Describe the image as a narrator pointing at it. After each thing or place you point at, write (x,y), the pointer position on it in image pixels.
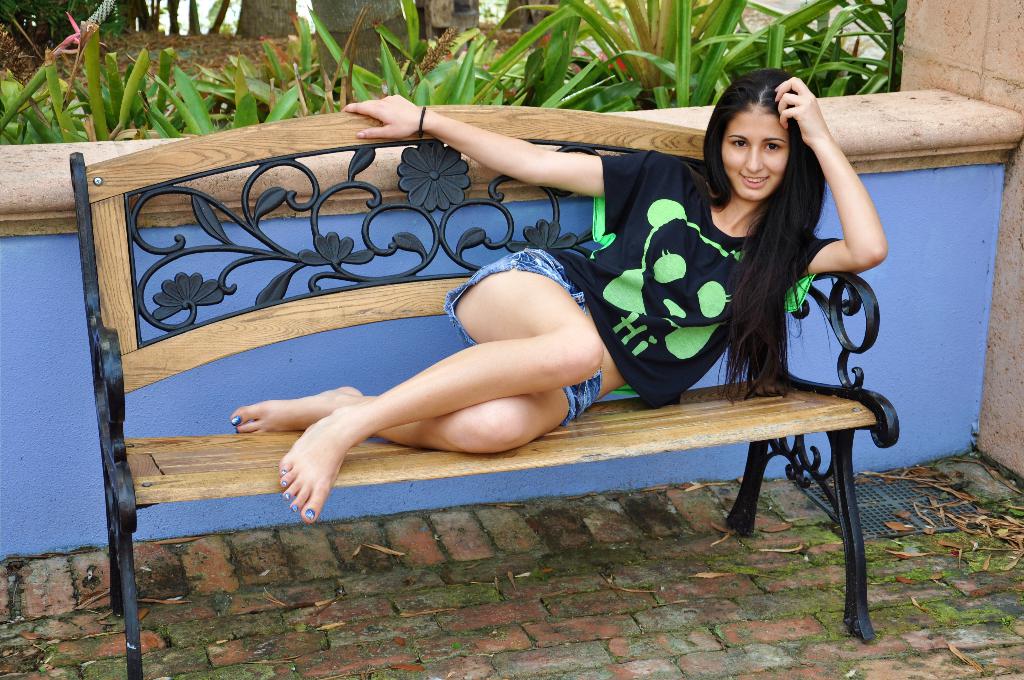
Woman (625,235) in black t-shirt (648,268) is lying on bench (434,462) and she is smiling. Behind her, we see a blue wall (938,240) and behind that, we see many plants (219,87) in the garden (608,65).
